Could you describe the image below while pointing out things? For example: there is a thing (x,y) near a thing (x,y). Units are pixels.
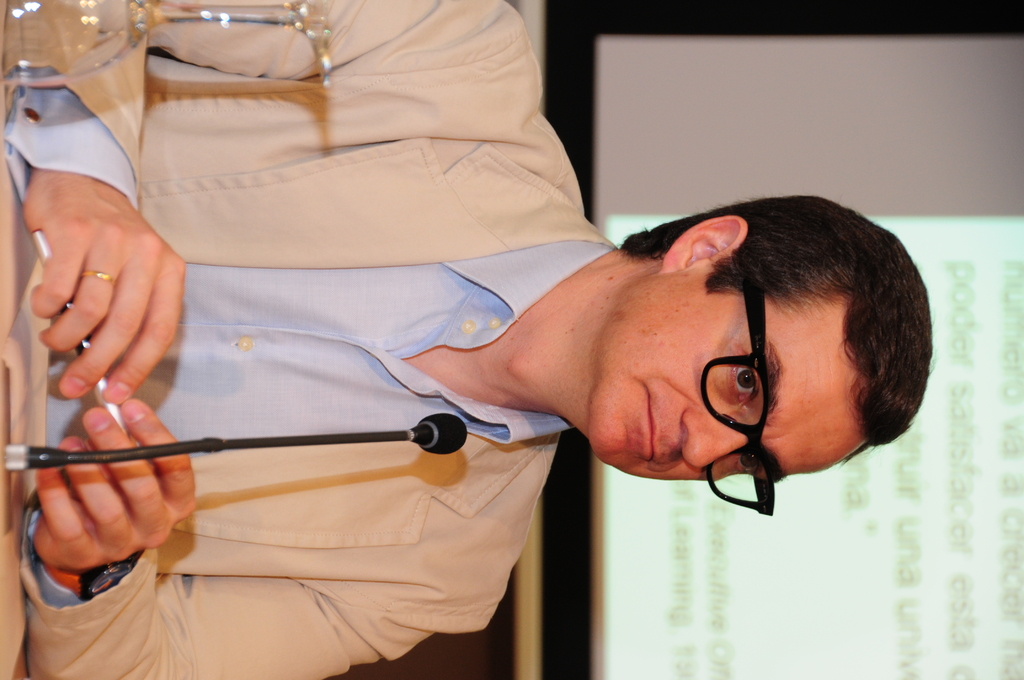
In the image we can see a man (368,304) sitting, he is wearing clothes (357,344), spectacles (725,415) and a finger ring (105,278). In front of him there is a microphone (324,435), papers (18,354) and a wine glass (33,25), this is a projected screen (919,510).
